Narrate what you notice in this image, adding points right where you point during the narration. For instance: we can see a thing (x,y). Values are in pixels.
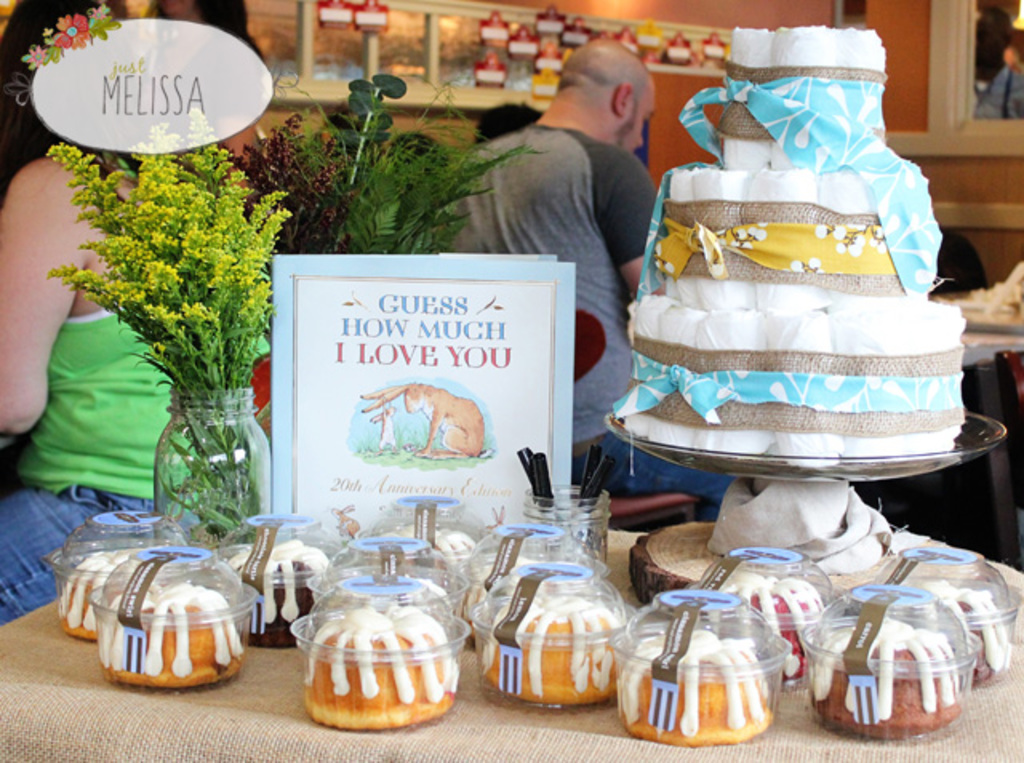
In this image we can see a table (104,682) containing a cake (820,437) in a plate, flower pot (259,457), board (309,297), some pens (541,487) in a glass (564,521) and some cakes (433,595) in the bowls (456,637). On the backside (577,168) we can see a man (520,170) and a woman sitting on the chairs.
